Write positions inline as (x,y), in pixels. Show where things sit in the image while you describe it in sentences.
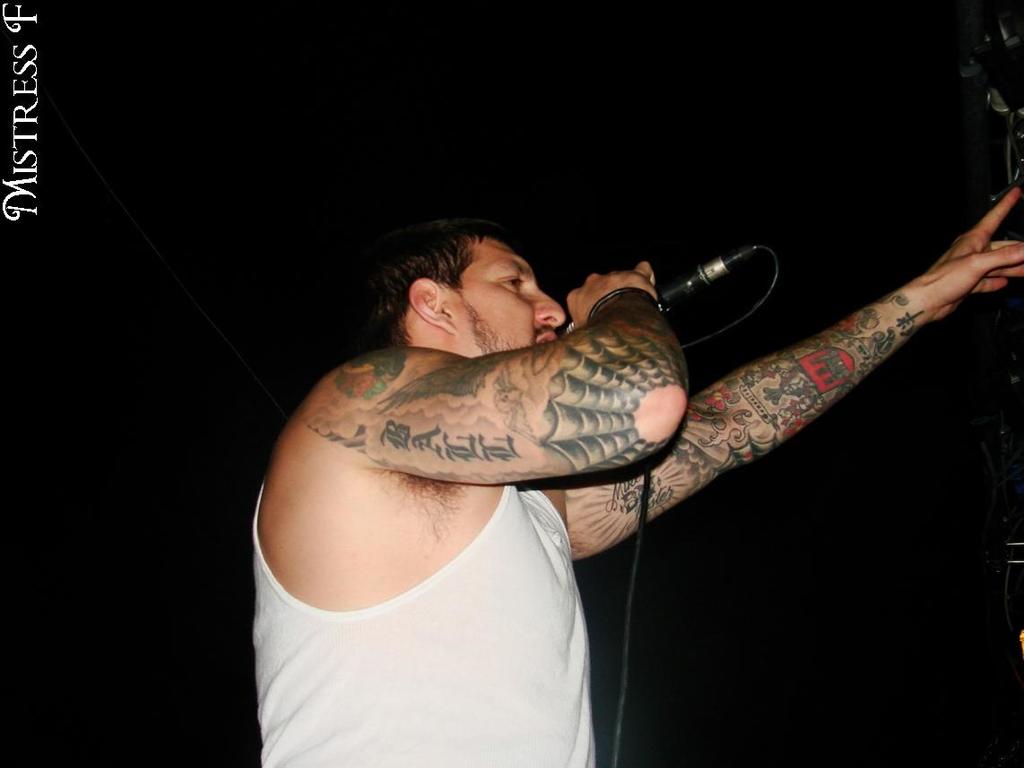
There is a man (426,562) in white color banian (457,564), standing, holding a mic (699,274) and singing. The background (685,90) which is in black color.
